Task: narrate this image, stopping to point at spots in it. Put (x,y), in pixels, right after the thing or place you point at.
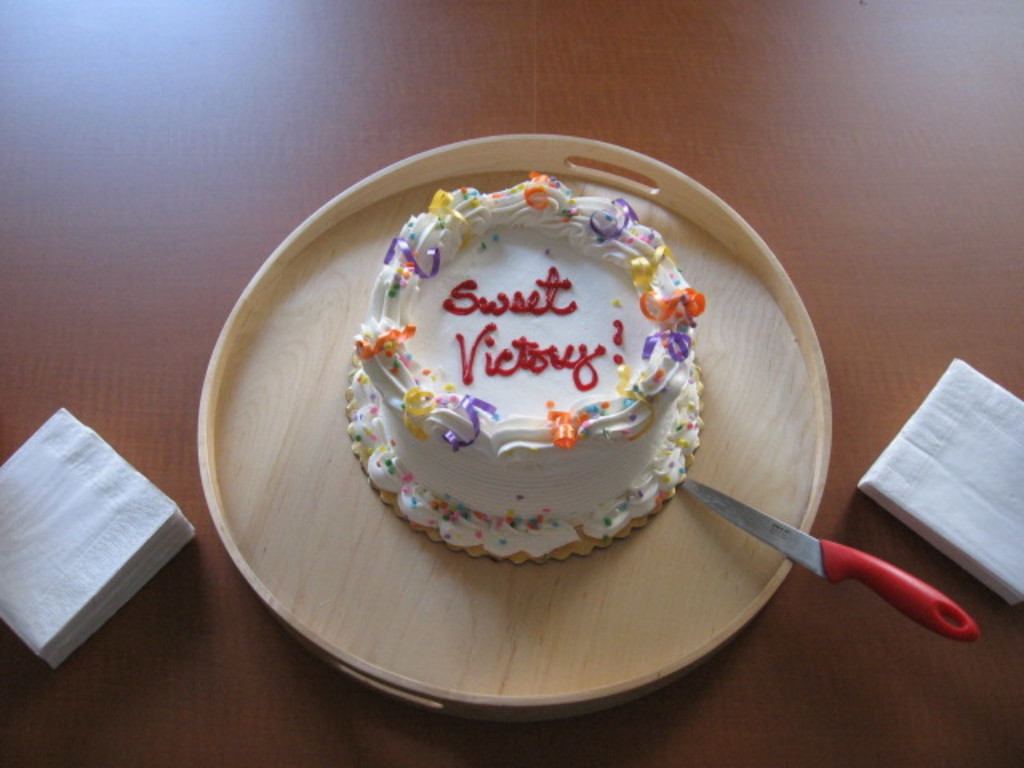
In this image there is a cake (526,412), knife (863,578) in a plate (510,589). Beside the plate (717,581) there are tissues (3,576) on the table (251,157).
